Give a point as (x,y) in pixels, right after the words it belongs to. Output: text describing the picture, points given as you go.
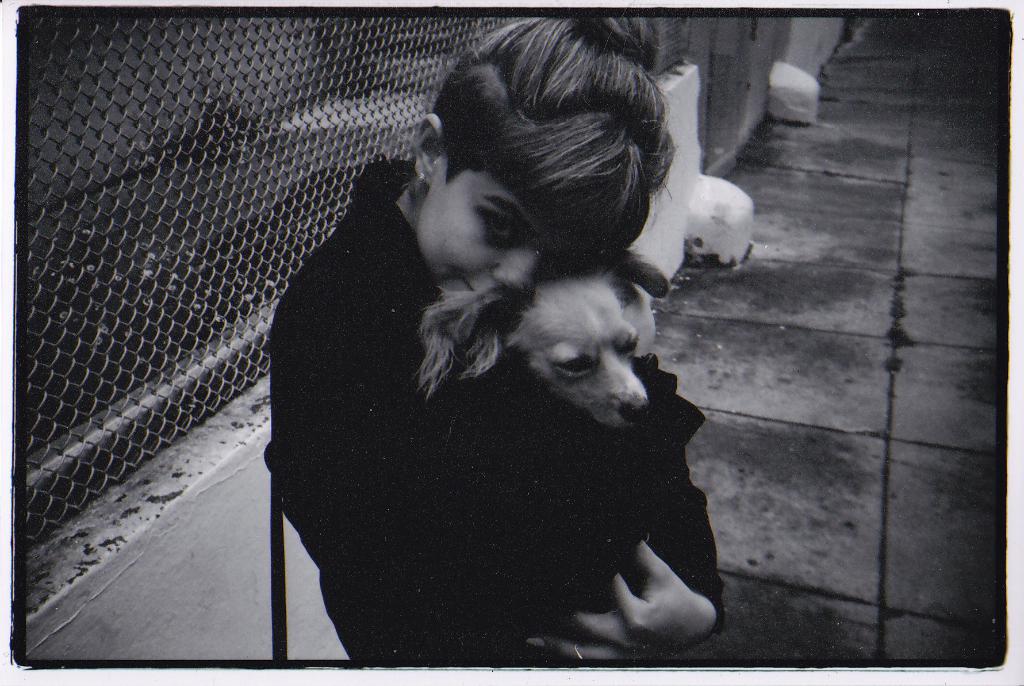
In this picture we can see a girl (389,532) holding a dog (628,382) with her hands (681,611) and smiling and in the background (777,59) we can see a path (795,141), fencing net (221,167), walls (161,466) and some objects (812,117).
